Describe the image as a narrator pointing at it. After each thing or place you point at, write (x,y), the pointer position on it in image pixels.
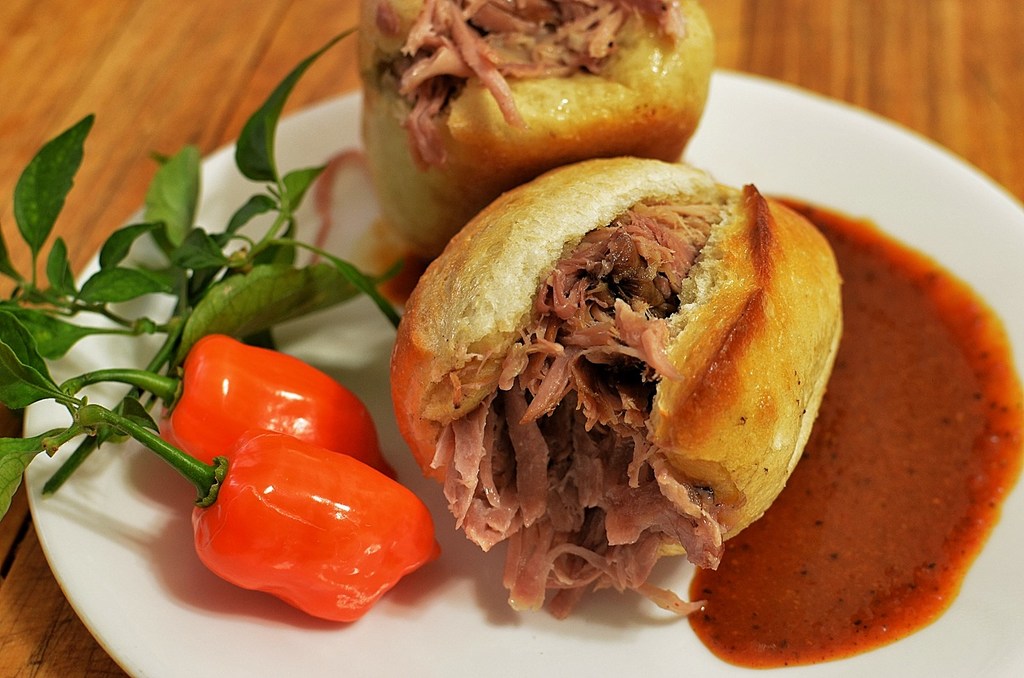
In this image there is a food item (597,392) placed on a plate (270,660), which is on the wooden table (185,79).
